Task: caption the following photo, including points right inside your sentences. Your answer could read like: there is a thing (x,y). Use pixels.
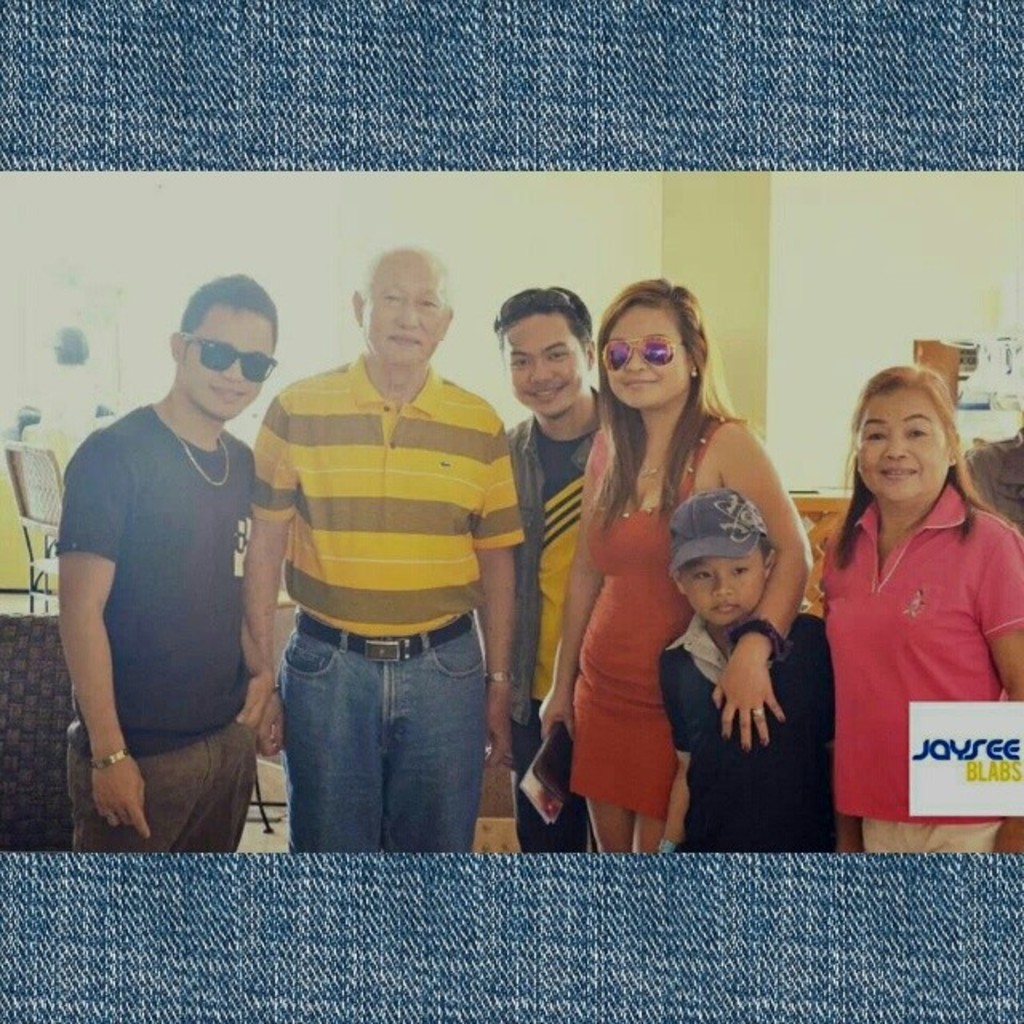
This image is an edited image. In the background (536,229) there is a wall (338,265) and there are many objects (56,505). In the middle of the image (515,562) a few people (473,579) are standing and they are with smiling faces (398,354).
